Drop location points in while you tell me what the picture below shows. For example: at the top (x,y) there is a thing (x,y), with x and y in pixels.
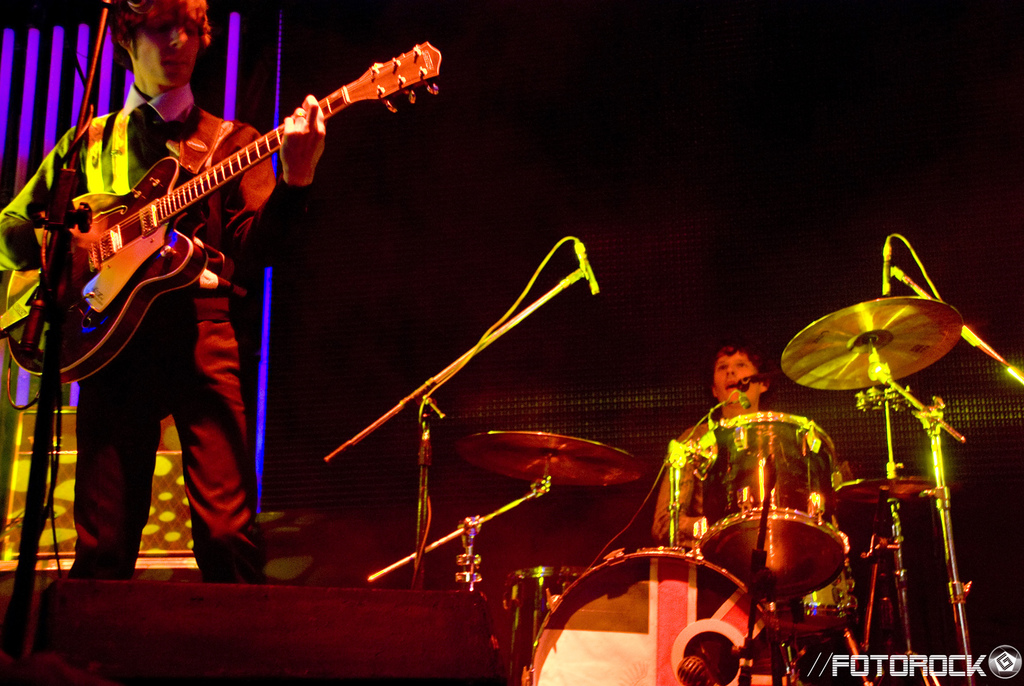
This is the stage (246,669) where a person (136,89) is standing and holding a guitar (126,251) in his hands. This man (725,413) on the right side (736,377) is playing the drums (743,501).
